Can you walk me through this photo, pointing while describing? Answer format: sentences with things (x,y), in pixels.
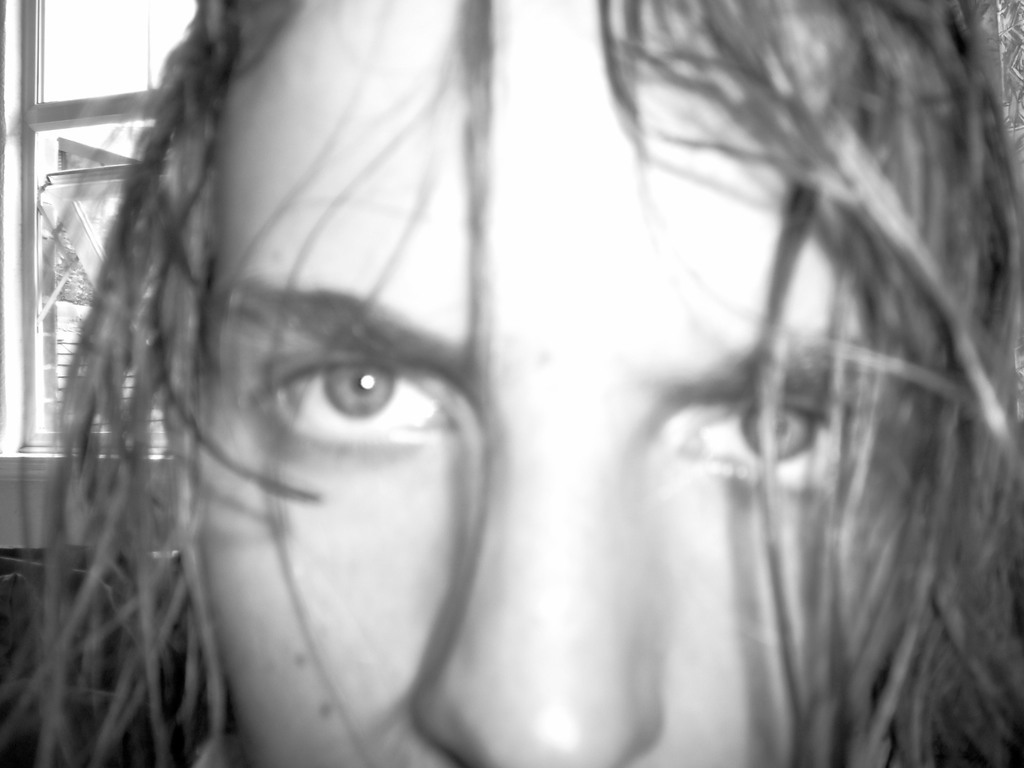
In this image we can see one person (160,670), backside of the person (99,726) one glass window (73,274), one tree (81,296) and some objects (18,565) on the surface (85,681).
